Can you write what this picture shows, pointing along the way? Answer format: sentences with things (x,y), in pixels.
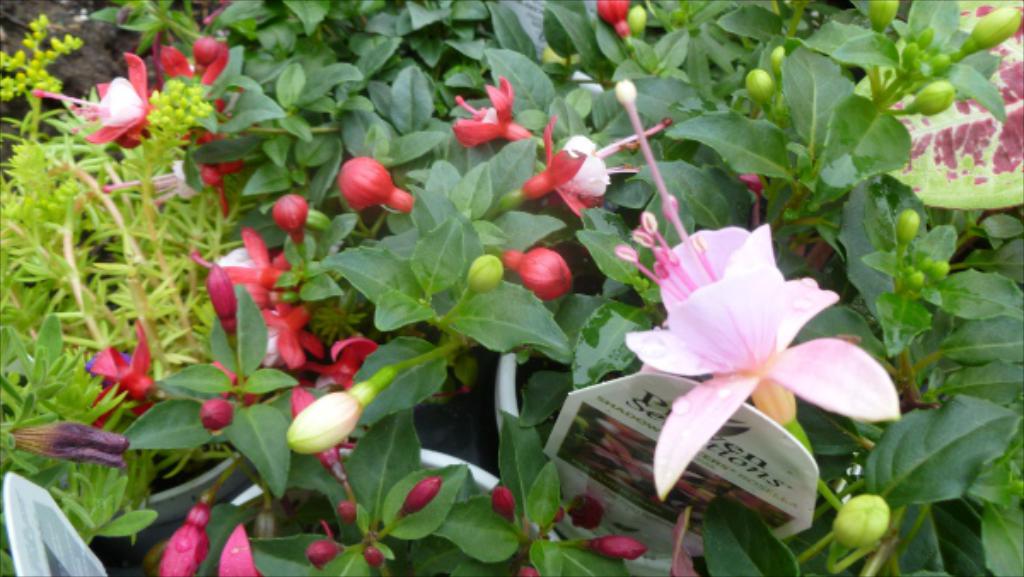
These are the plants (267,416) with the flowers (338,460), buds (250,401) and leaves (387,412). I can see the flower pots (490,482). This looks like a card (705,482).
